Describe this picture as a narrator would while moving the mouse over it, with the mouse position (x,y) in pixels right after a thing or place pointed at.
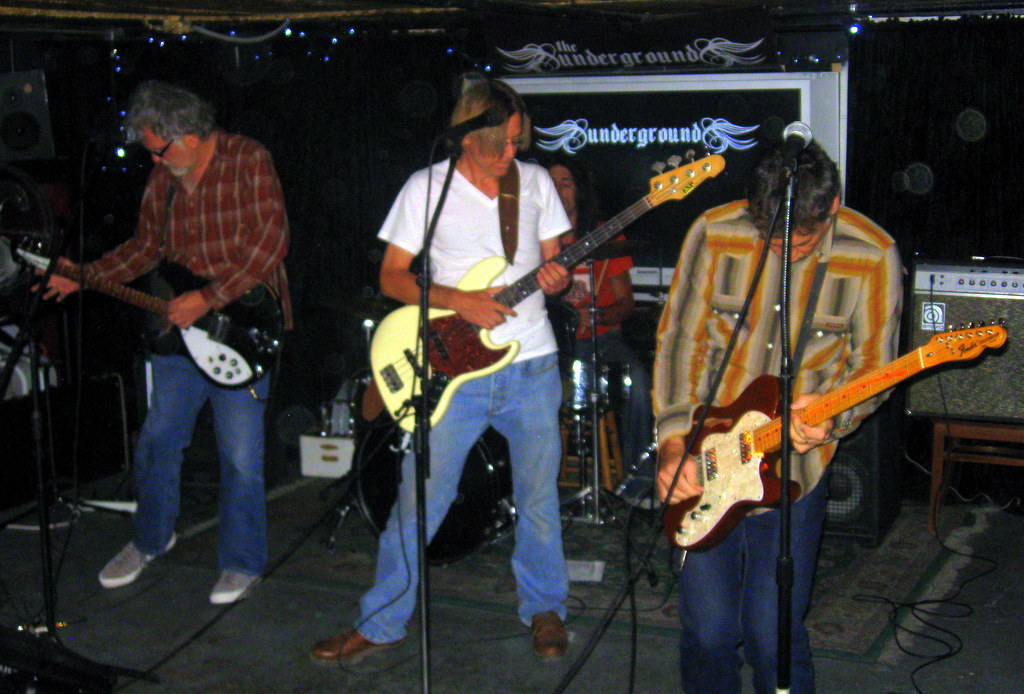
In this image we can see a four person (263,492) playing an musical instrument (370,476) at the background (674,143) there is a board (589,155).
